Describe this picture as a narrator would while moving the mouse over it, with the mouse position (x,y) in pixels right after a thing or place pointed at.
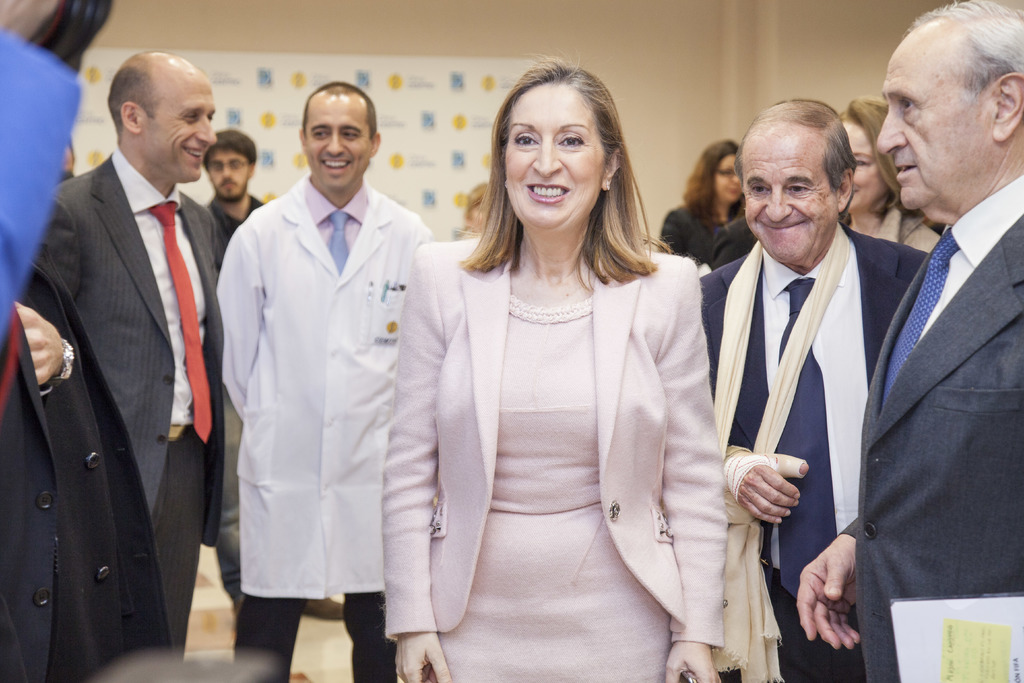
In this image we can see persons (302,544) standing on the floor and advertisements (278,115) pasted on the wall (594,55) in the background (455,75).
